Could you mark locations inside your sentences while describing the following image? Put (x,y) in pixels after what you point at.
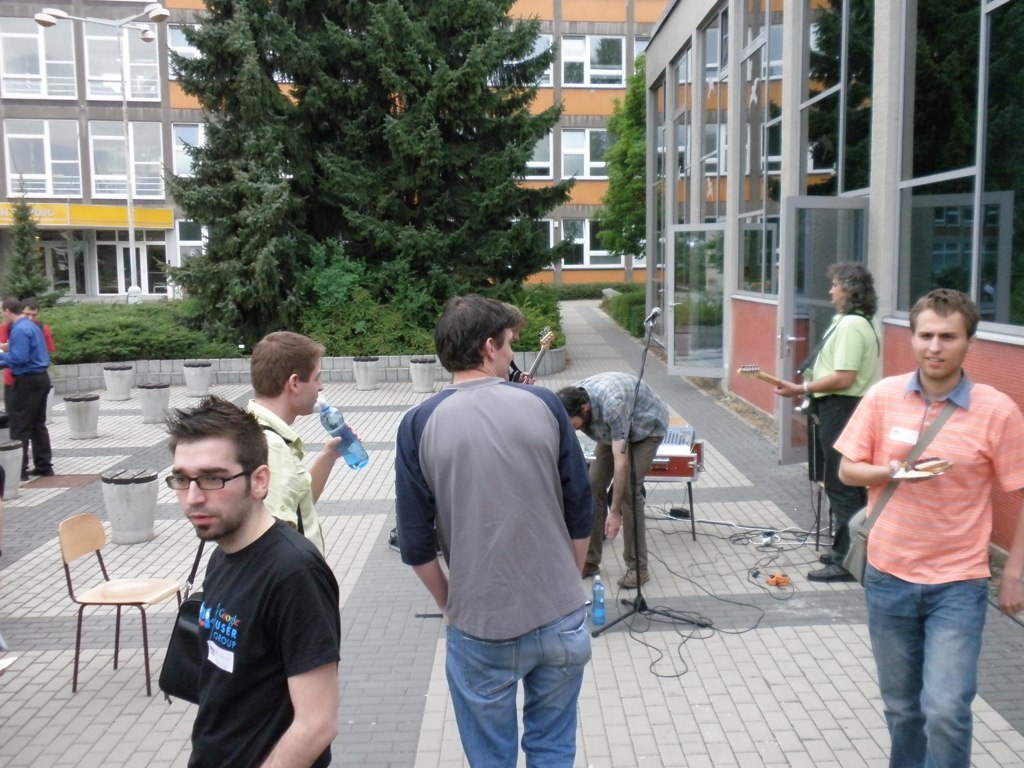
In the image we can see there are people (405,501) standing on the ground (1004,754) and there is a mic (659,312) kept on the stand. There are people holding guitars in their hand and there is chair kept on the ground (119,406). There are trees (308,136) and there are buildings (78,143). There is a street light pole (108,23).
